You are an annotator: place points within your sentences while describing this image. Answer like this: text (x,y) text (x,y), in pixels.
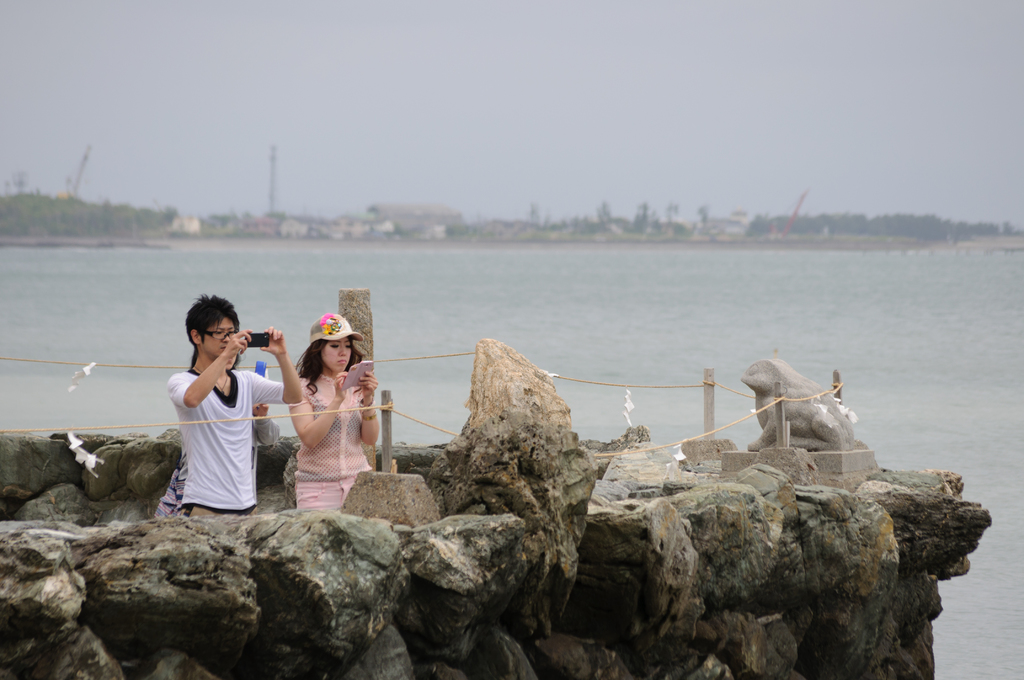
These people (325,396) are holding mobiles (360,376). In-front of them there are rocks (662,460) and statue (805,432). Background (817,307) there are trees (96,229) and water (637,275).
